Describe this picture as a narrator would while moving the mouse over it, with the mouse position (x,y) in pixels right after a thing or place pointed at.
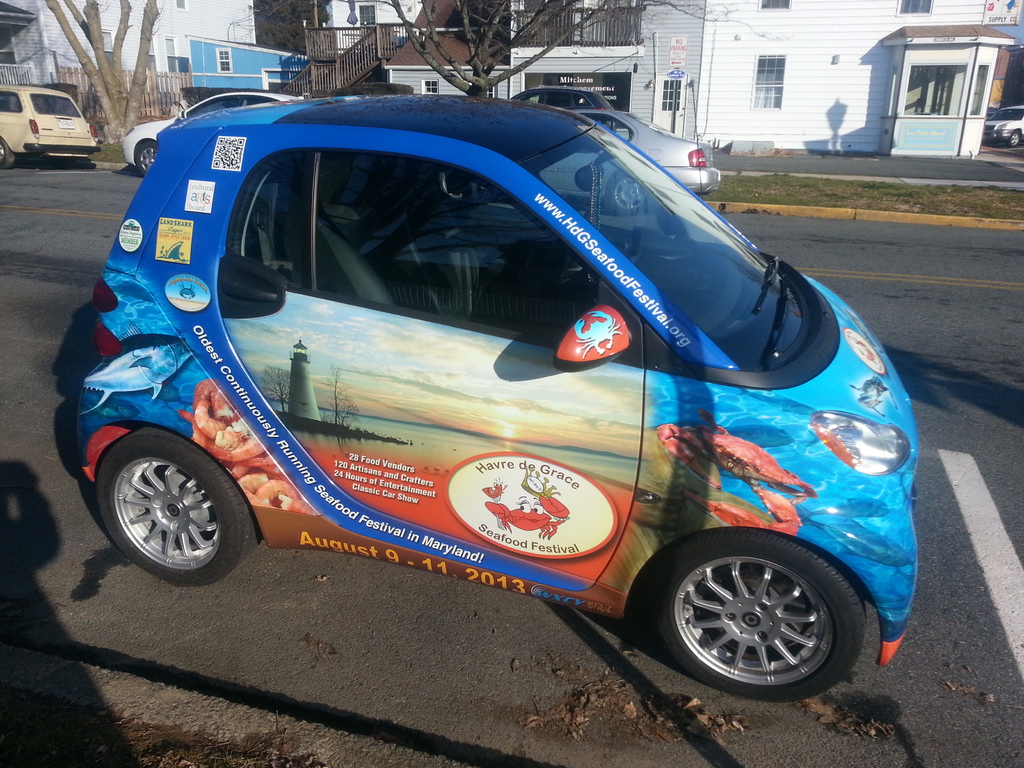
In the picture we can see a car (144,218) with different paintings (907,576) on it on the road (429,603) and behind it, we can see some cars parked near the path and in the background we can see some trees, buildings (744,39) with windows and some railing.
